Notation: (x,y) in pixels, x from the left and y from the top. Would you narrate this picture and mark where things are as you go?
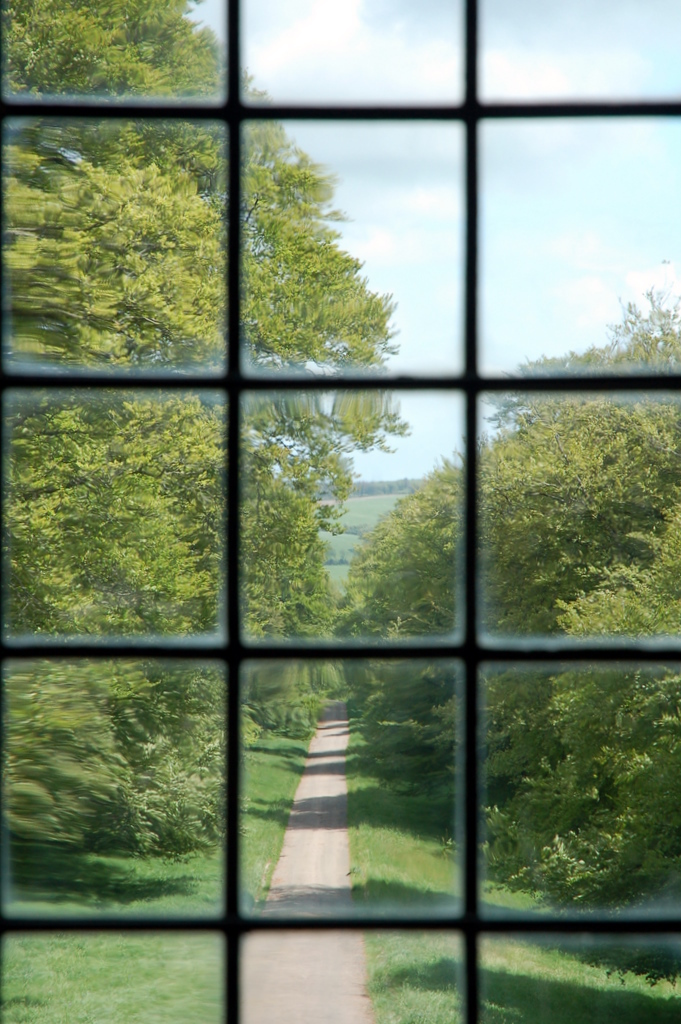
In this image, we can see a window (163,371) and through the window (464,636), we can see trees (318,466) and at the top (414,79), there is sky (414,83).
